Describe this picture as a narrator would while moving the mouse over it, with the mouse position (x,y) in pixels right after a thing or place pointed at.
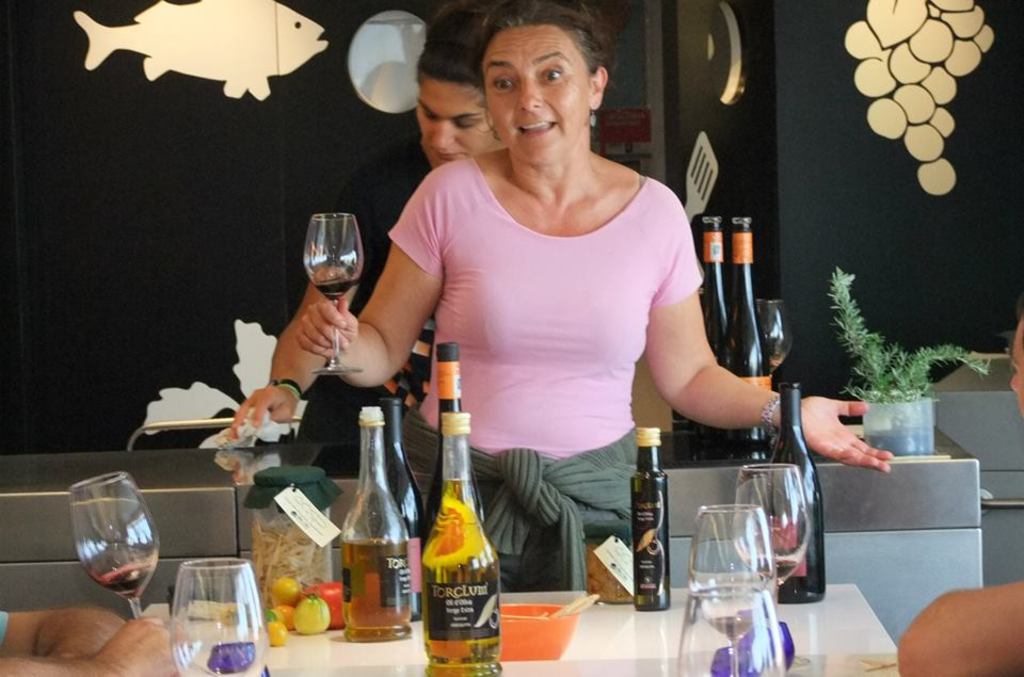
In the picture I can see a woman (773,402) wearing a pink color top (516,355) and she is holding a glass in her hand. I can see the table (650,663) at the bottom of the picture (616,675) and I can see the alcohol bottles (425,545) and glasses (711,554) on the table (507,595). In the background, I can see the design (316,43) on the wall (776,94) and there is a woman (423,69). I can see the hands (96,623) of a person (83,665) holding a glass (153,556) on the bottom left side of the picture (97,661). I can see the plant pot (892,417) on the right side (891,396).
